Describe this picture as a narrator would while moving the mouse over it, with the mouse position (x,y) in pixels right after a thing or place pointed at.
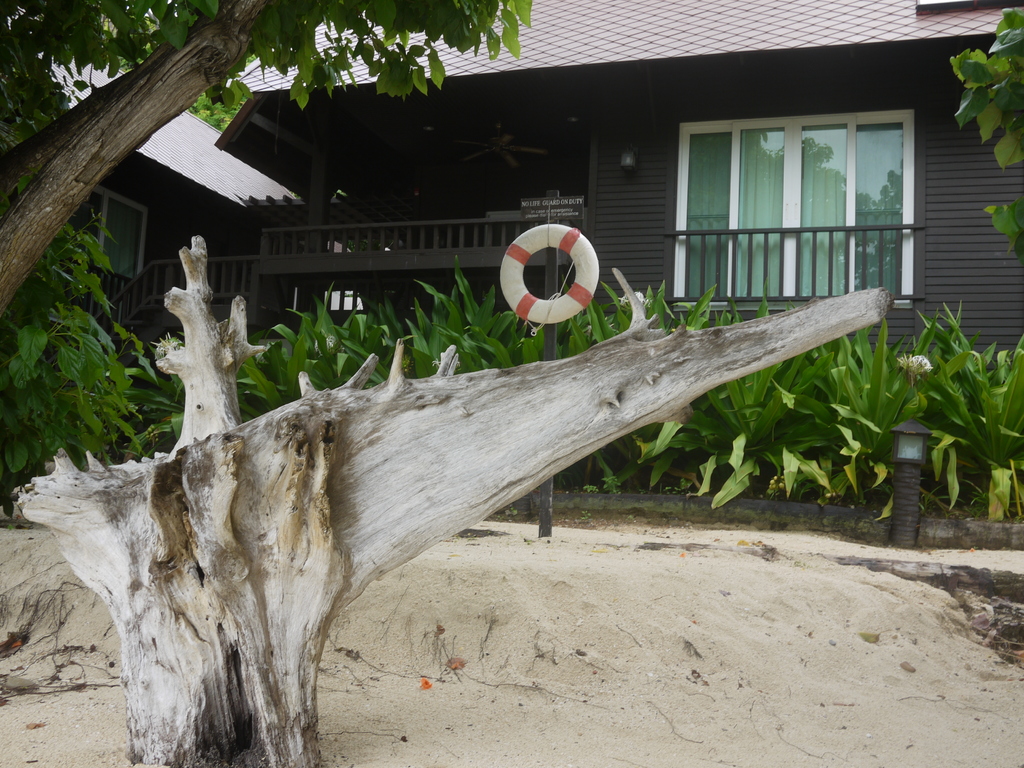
In this picture we can see a tree trunk (184,637), tree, plants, poles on the ground (470,688), here we can see a swim tube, name board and in the background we can see a house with windows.
